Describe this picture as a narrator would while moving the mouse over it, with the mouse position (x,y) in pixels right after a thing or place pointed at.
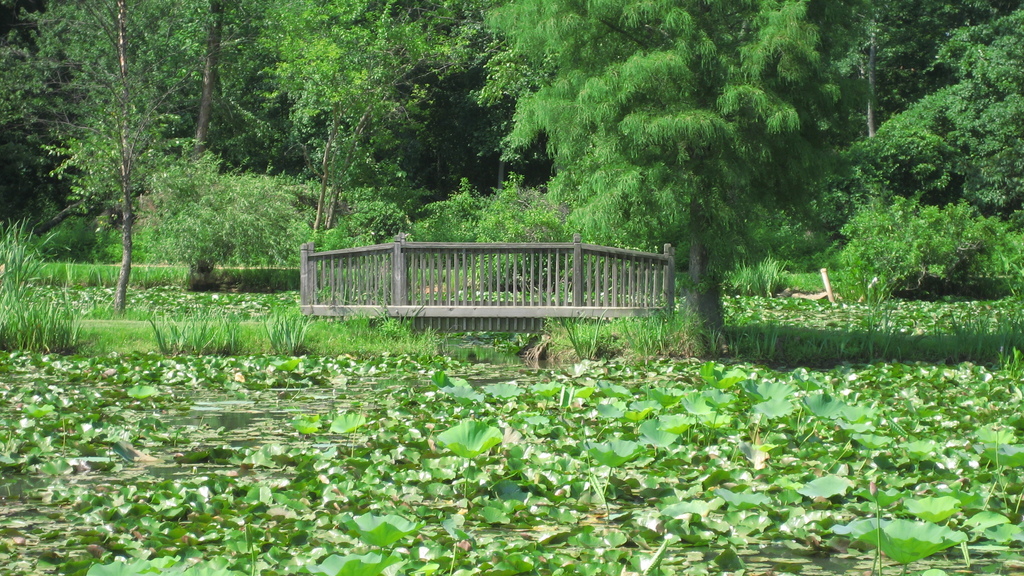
There are plants (520,404) on the water (408,380) in the foreground area of the image (190,518), it seems like a bridge (524,313) and trees (225,136) in the background (405,94).
